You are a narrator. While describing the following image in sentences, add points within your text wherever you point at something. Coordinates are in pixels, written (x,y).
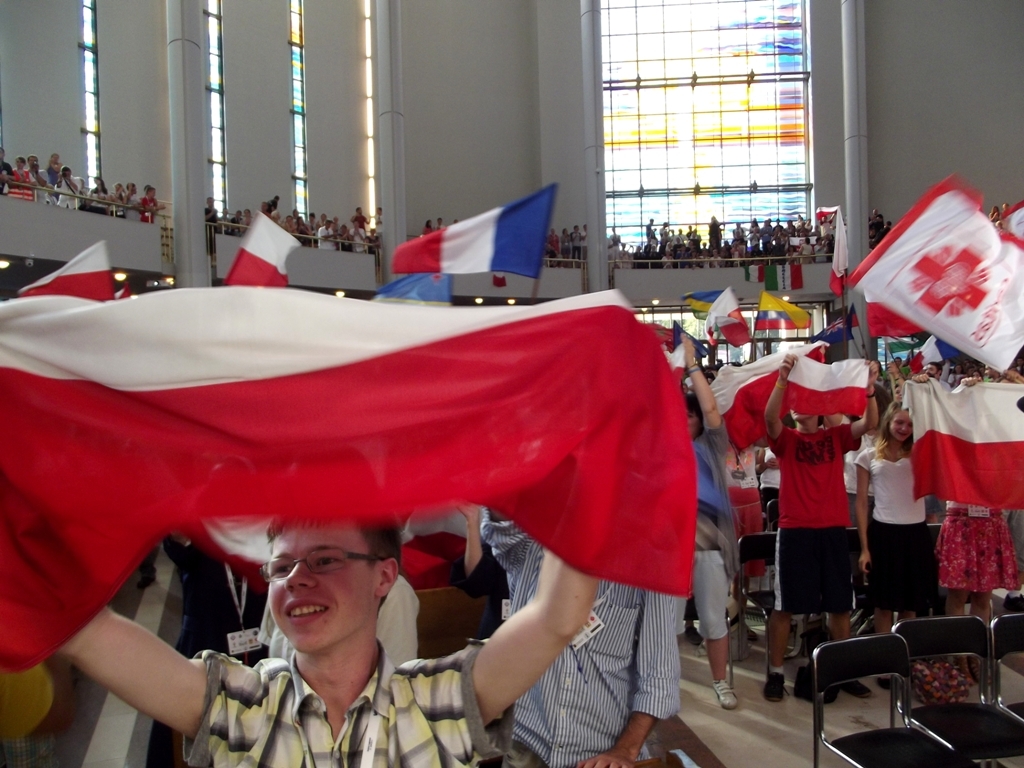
In this picture there are people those who are standing in the center of the image (551,428), by holding flags (577,407) in their hands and there are other people (713,252) those who are standing in the background area of the image (803,236) and there are glass windows (756,45) in the background area of the image (699,12), there are chairs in the image.
